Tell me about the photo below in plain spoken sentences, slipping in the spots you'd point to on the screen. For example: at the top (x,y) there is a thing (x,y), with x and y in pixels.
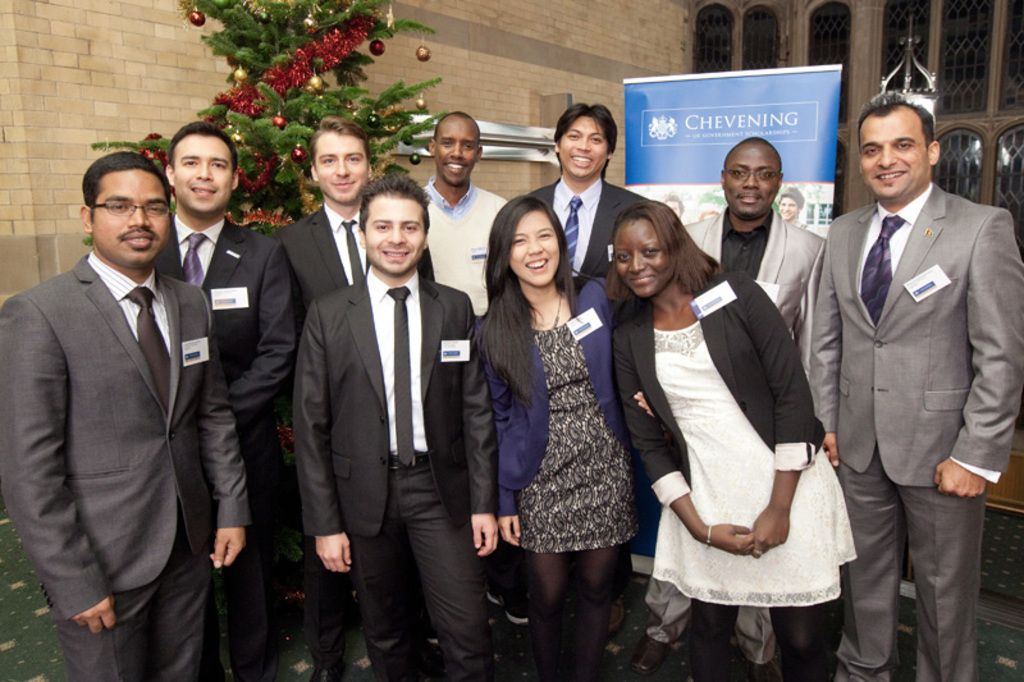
In this picture I can see few people (450,414) standing and I can see they are wearing name badges (911,293) and I can see a tree (294,104) in the back (282,121) and I can see few decorative balls (282,121) and papers (337,39) to the tree (208,4) and I can see an advertisement board (712,174) with some text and pictures (780,199) and I can see building (548,37) in the back (864,47).
